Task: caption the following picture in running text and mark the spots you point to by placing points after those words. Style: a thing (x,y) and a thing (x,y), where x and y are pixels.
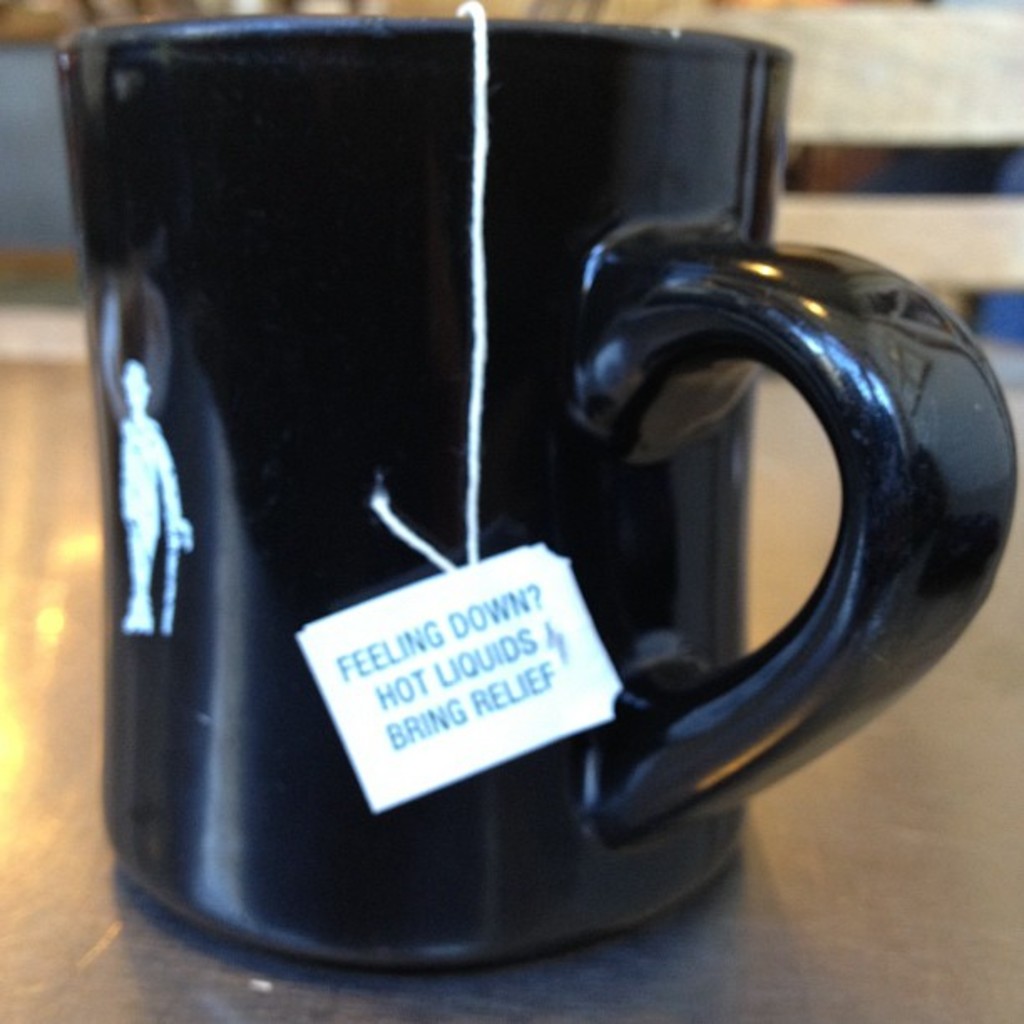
In this picture we can see a cup (643,523) and a tag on a platform (84,822). There is a blur background (30,90).
